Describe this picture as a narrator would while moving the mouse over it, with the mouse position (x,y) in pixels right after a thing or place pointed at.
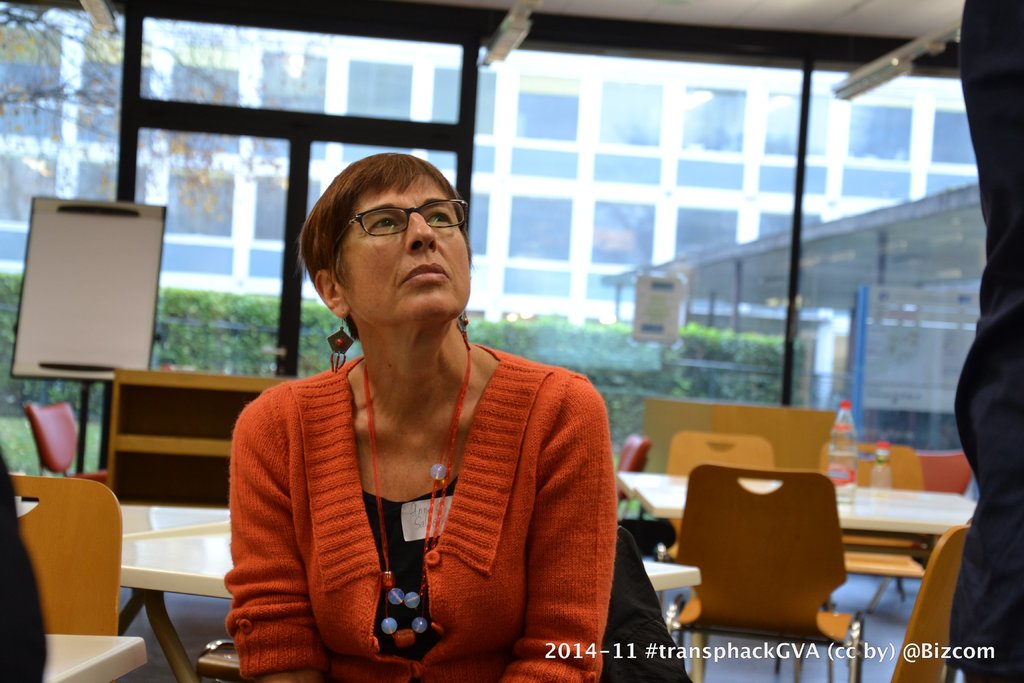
This image is taken indoors. In the middle of the image (405,368) a woman (396,507) is sitting on the chair (630,613). On the right side of the image (986,129) there is a person (1013,600). In the background (627,487) there are many empty chairs (800,480) and tables (930,520). There is a board (132,262). There is a window (572,175). Through the window (124,184) we can see there is a building (581,179) and there are many plants (587,352) and there is a tree (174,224).
